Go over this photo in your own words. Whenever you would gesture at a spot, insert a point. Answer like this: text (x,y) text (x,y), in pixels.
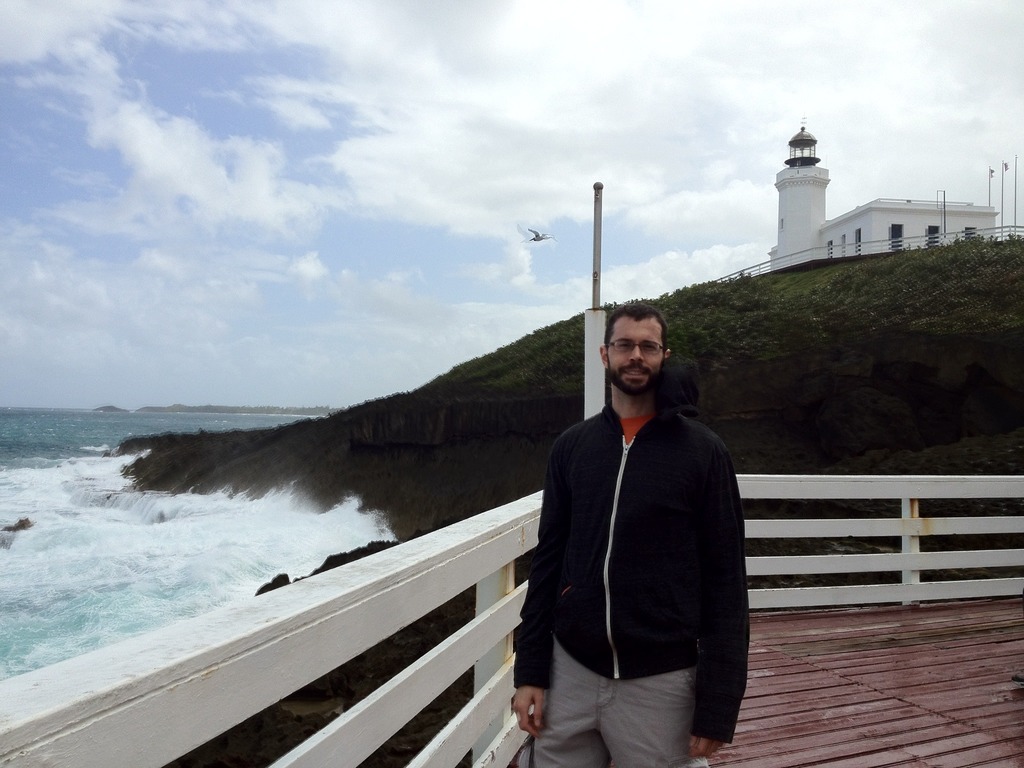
In this image, we can see a person (717,730). We can see the ground (863,730) and the fence (1009,558). We can also see a lighthouse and some poles (1018,168). We can see some grass (793,347) and some water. We can see a bird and the sky (235,358) with clouds (426,128).
